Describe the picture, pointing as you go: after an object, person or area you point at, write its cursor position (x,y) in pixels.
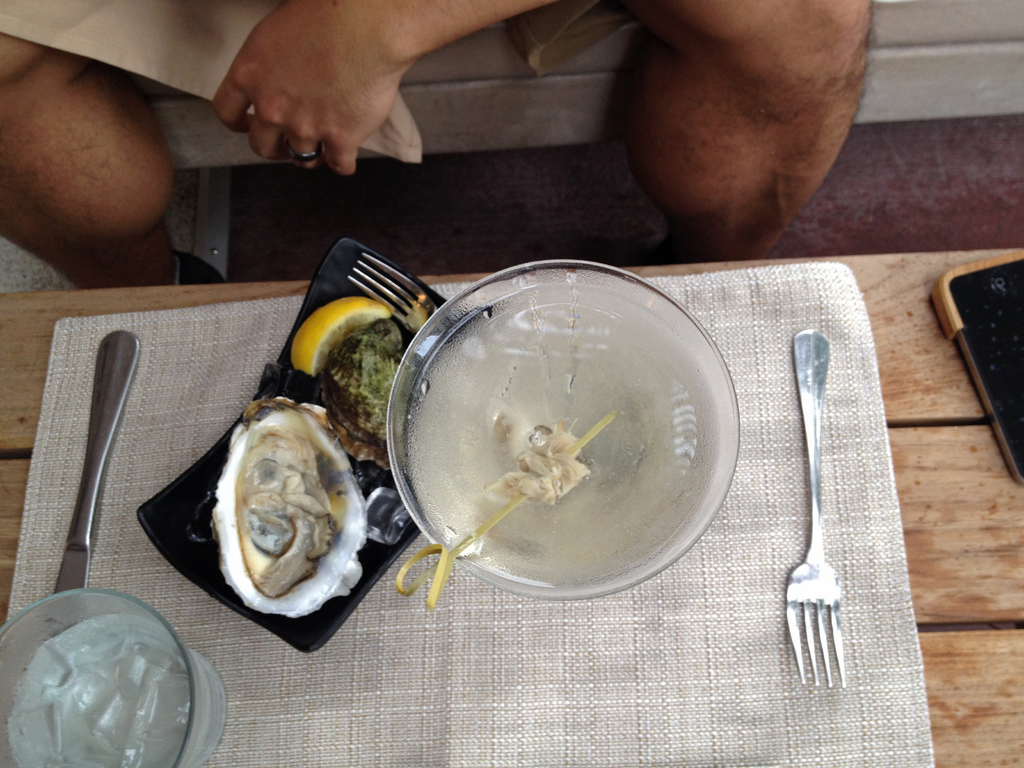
In this image, we can see a glass (90,642) with ice (97,672) and water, there is a knife (99,446), some forks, some food (330,431) on the plate (322,405) and a glass (636,463), a mobile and a mat (805,667) are on the table (923,628). In the background (324,69), there is a person (717,68) sitting on the sofa (897,90).
